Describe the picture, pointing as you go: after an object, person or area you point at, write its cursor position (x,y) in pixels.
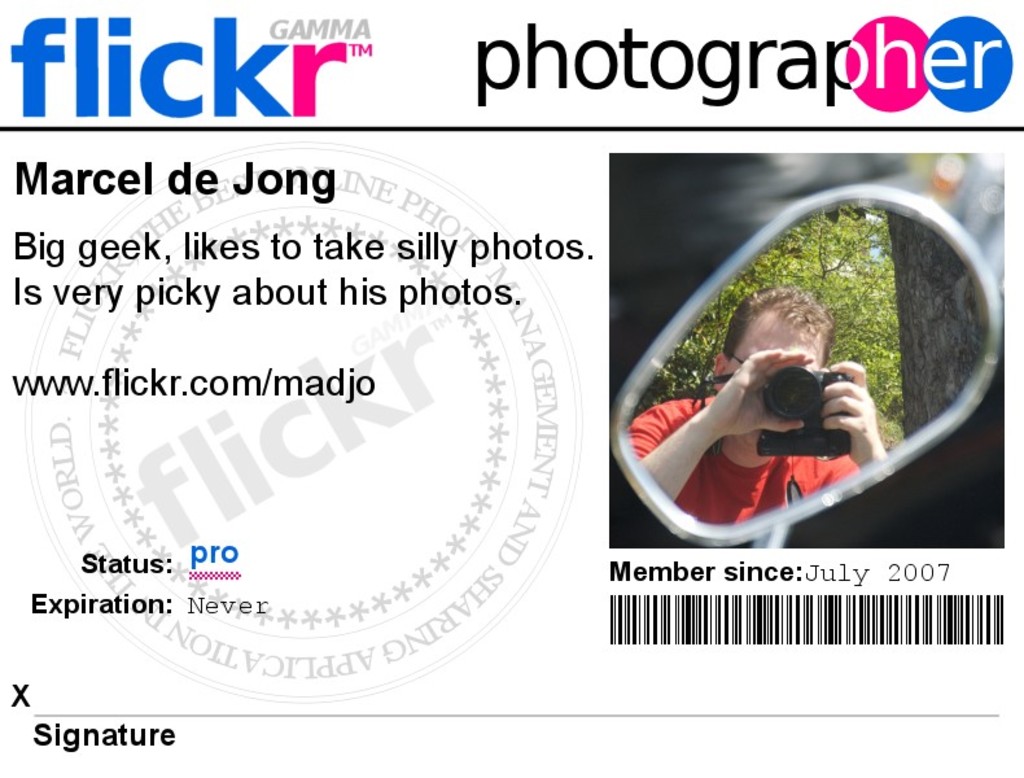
This image consists of a poster (369,278) with a text (217,98), a bar code (828,625) and an image (850,451) on it.
